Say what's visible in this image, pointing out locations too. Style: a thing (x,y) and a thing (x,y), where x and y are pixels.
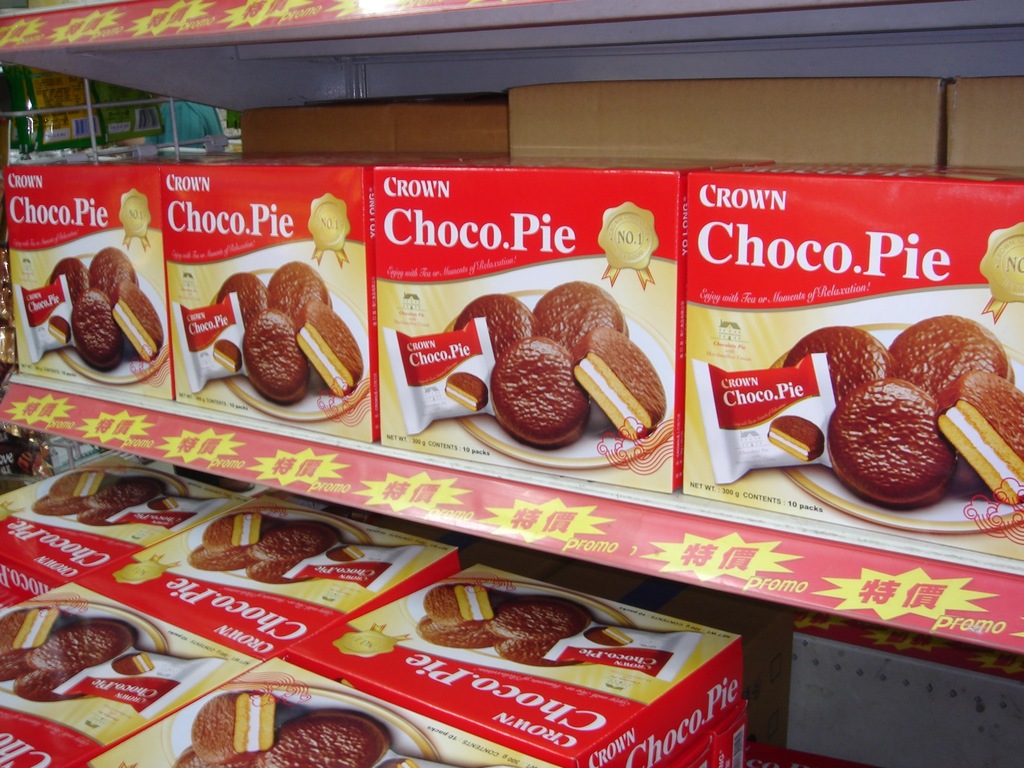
In this picture we can see carton boxes (949,430) in the rack (836,733). On the carton boxes (703,342) we can see biscuits (585,359) on a plate (586,433). On the top left corner (157,111) we can see some objects (148,130) near to the wall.
